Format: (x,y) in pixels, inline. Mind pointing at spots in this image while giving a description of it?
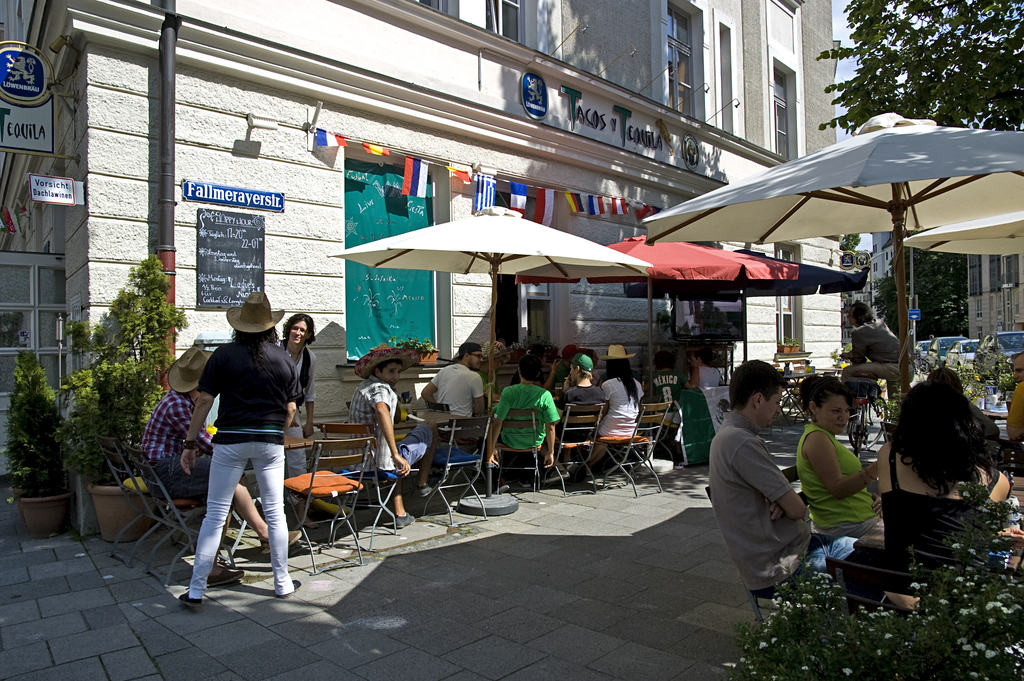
In this image two persons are standing at the left side of image (266,367). One person (253,367) is wearing a black shirt (265,413) and white pant (273,446) wearing a hat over his head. Person (253,524) before him is sitting. At left side (14,471) there are few pots (35,525) with plants (122,308) in it. Middle of image (682,267) there are few people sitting under umbrellas (566,249). At the right side (733,519) few people (735,533) are sitting under umbrella (1008,165). At right bottom corner (745,659) there are some plants (873,671) having flowers (847,668). At the background (9,0) there is a building (524,305) with some trees (967,34).
